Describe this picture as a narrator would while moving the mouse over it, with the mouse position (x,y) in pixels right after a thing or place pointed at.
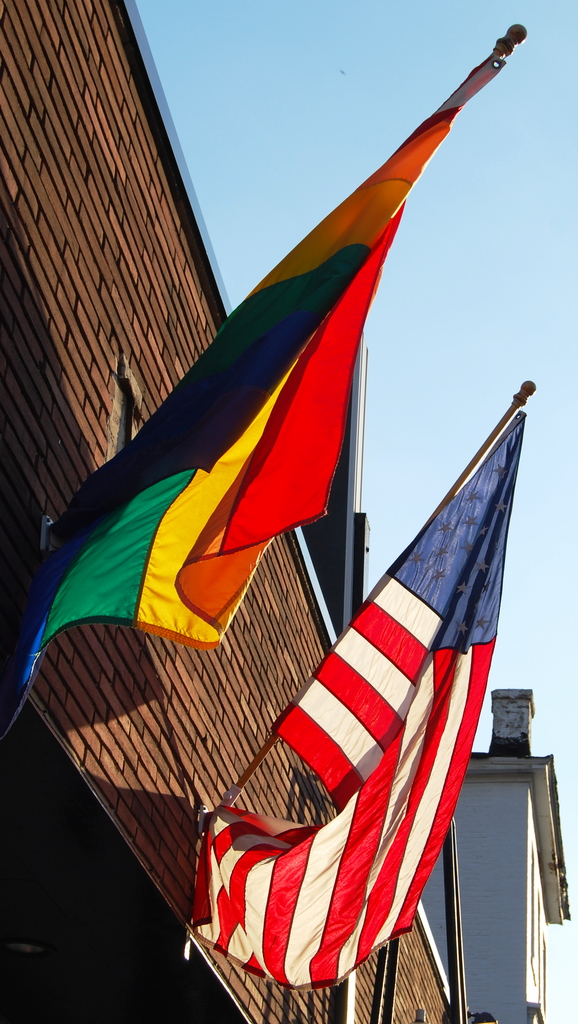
In this image there is a wall (166,682) of a building (236,655). There are poles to the wall (68,493). There are flags (298,454) to the poles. At the top (396,95) there is the sky (450,288).
